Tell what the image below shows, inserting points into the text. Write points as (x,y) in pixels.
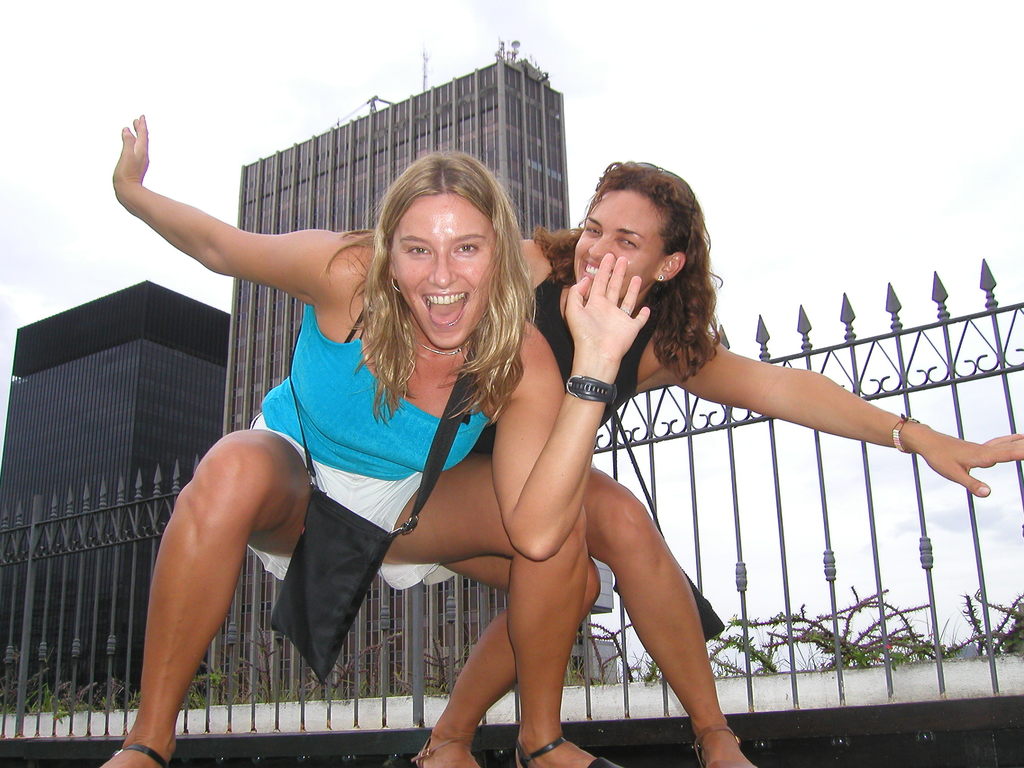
In this picture we can see two women (521,523) smiling and a woman (225,556) carrying a bag (439,443). In the background (151,531) we can see buildings (263,357), fence (53,513), plants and the sky (771,567).
